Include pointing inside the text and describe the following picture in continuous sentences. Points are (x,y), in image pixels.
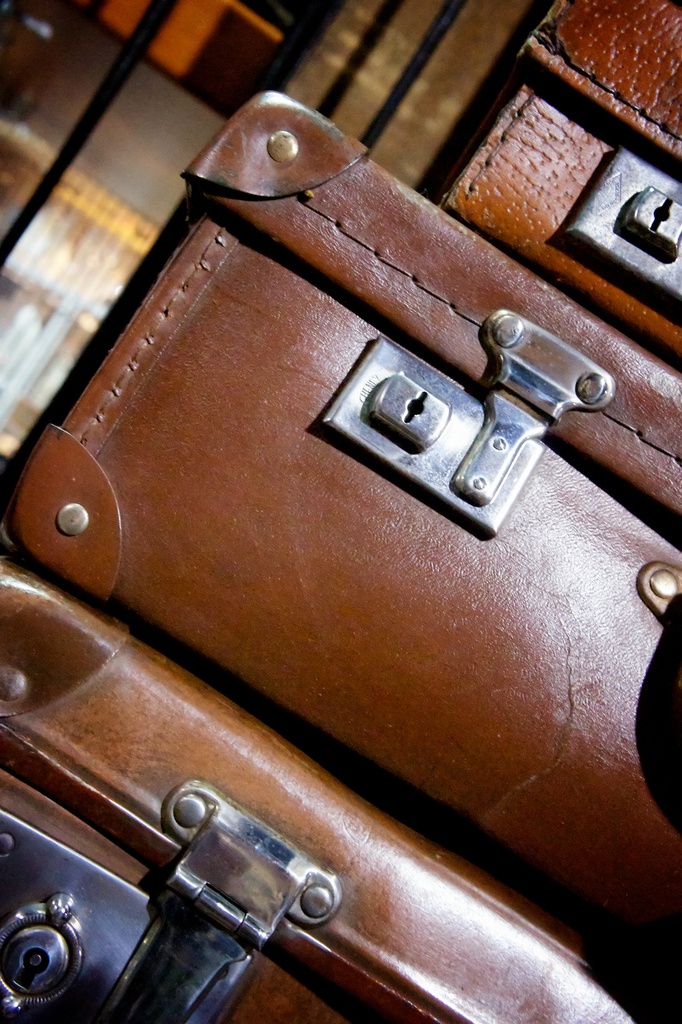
In this image i can see an object (339,577) which is in brown color.
